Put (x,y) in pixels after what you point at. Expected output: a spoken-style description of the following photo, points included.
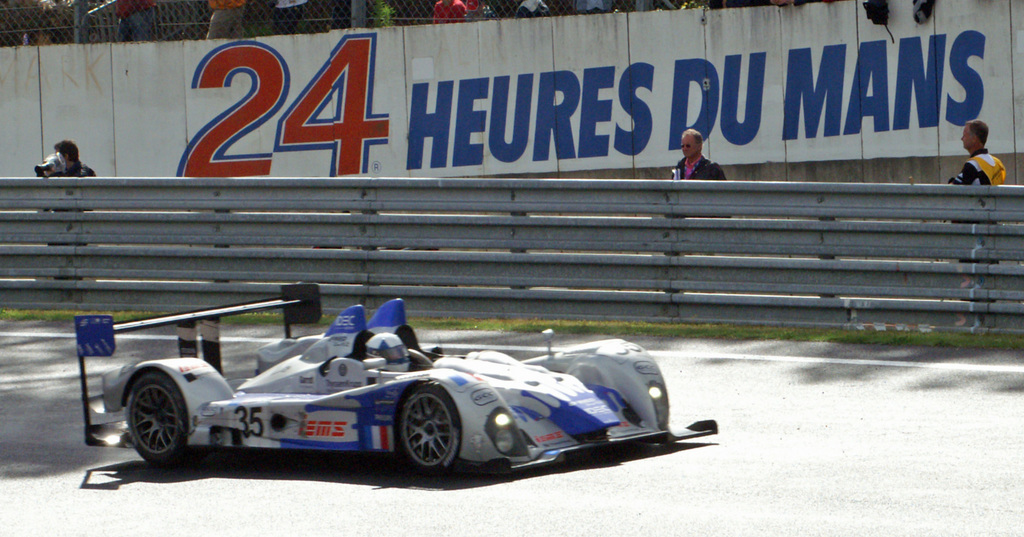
In this picture we can see a car (384,409) on the road (767,419), and a person (404,346) is seated in it, beside to the car (360,358) we can find a fence (420,207), on the left side of the image (76,173) we can find a man (68,162) is holding camera (56,159), in the background (251,17) we can see fence (264,22) and few more people (230,7).
